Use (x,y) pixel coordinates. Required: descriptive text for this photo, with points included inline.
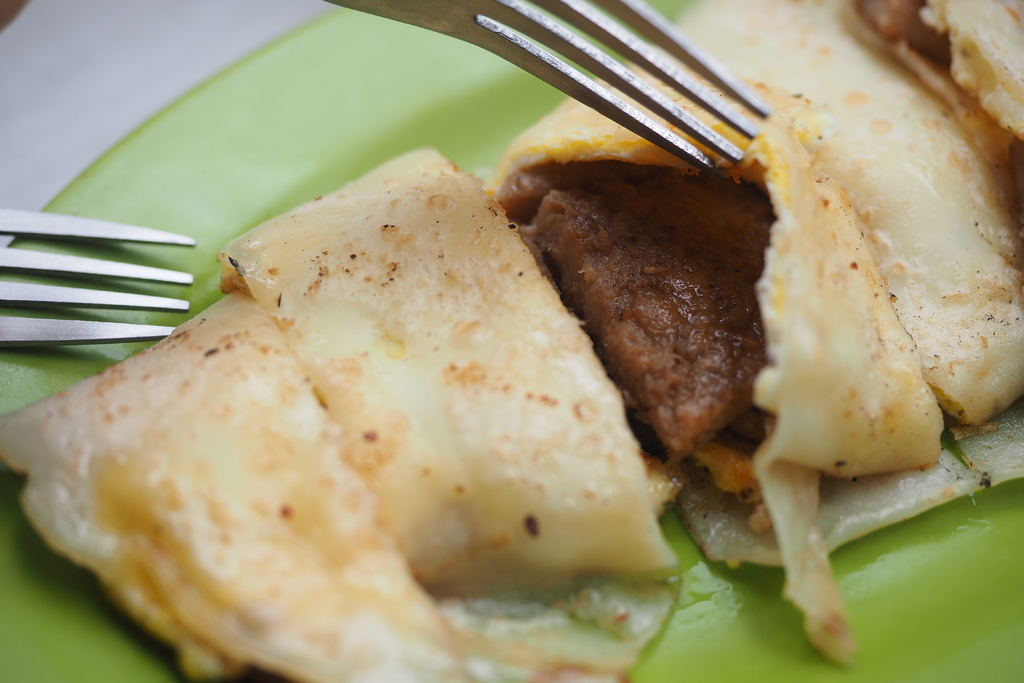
In this image, we can see a plate (379,132), there is some food (739,273) on the plate (331,154), we can see two forks (88,258).
